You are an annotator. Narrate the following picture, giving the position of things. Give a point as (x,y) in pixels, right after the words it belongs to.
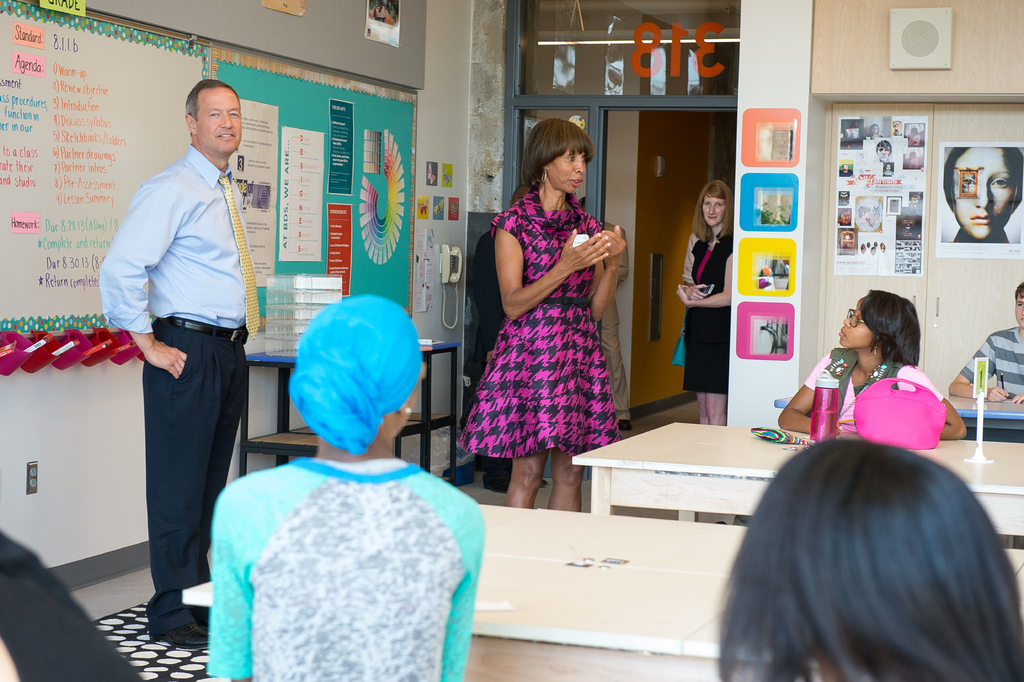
In this image I can see there are three persons (703,310) standing on the floor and I can see four persons (263,599) sitting in front of the bench (677,641), on the bench (704,476) I can see a pink color bottle (829,420) and pink color bag (870,404) and on the left side (245,239) person (127,253) his is smiling, in the middle (557,376) woman (582,366) wearing a pink color skirt (542,380) she is explaining something, at the top (444,40) I can see the wall (309,26) and notice boards (88,69) and images (946,218) of persons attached to the wall (27,405), in the middle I can see a table (246,398), on the table (261,374) I can see boxes (286,348).
